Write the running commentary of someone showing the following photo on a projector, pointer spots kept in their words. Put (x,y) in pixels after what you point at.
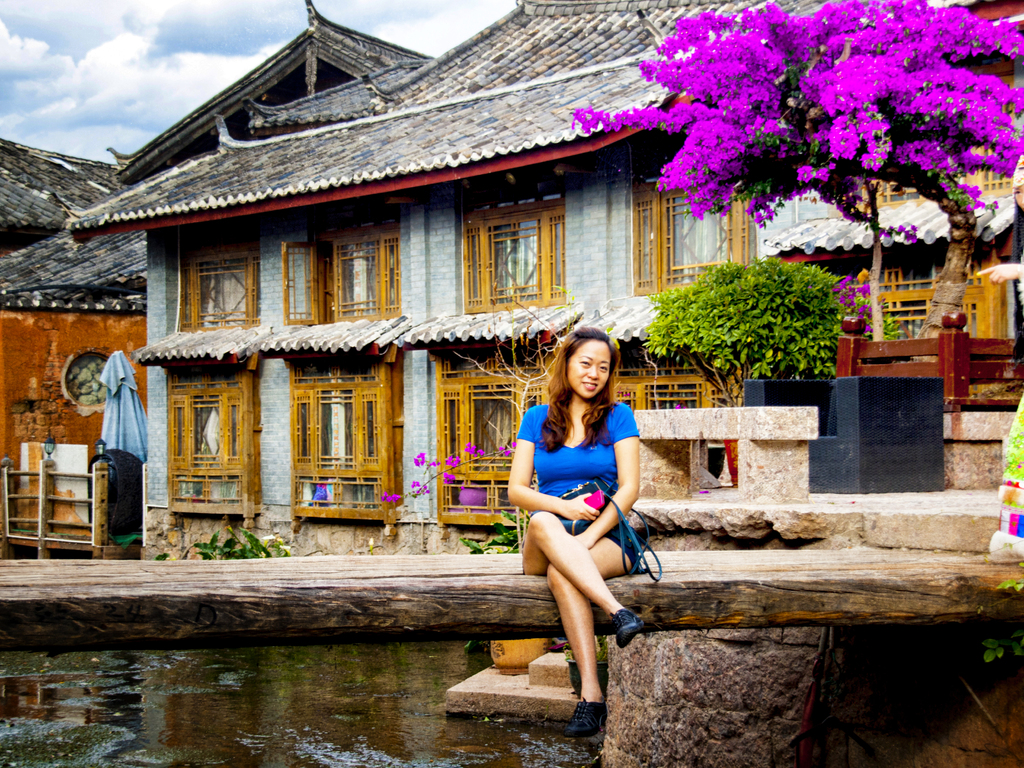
In this image, we can see a person (593,516) holding an object (588,501) and sitting. We can see some wood (653,613). We can see some water (356,703). We can see a stone bench (780,439) and a black colored object (868,422). We can see a tree (859,126) and some plants (232,533). We can see some houses (143,319). We can see the fence (95,501). We can see some clothes (104,396). We can see the sky (175,40) with clouds (177,80). We can see an object (1019,480) on the right (997,548).
